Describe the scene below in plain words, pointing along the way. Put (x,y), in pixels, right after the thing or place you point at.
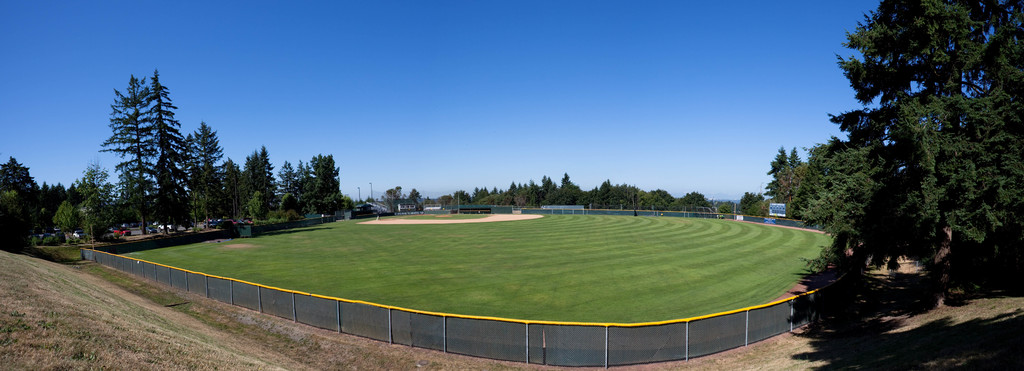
To the right corner of the image (1003,100) there is a tree (922,222). And to the left bottom (55,315) there is a grass (136,327). And in the middle of the image (662,212) there is a fencing (517,326). Inside the fencing (453,324) there is a ground (579,231). In the background (110,234) there are trees (165,157), poles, vehicles (125,231) in the parking area (195,223) and to the top of the image (273,71) there is a sky (280,62).
